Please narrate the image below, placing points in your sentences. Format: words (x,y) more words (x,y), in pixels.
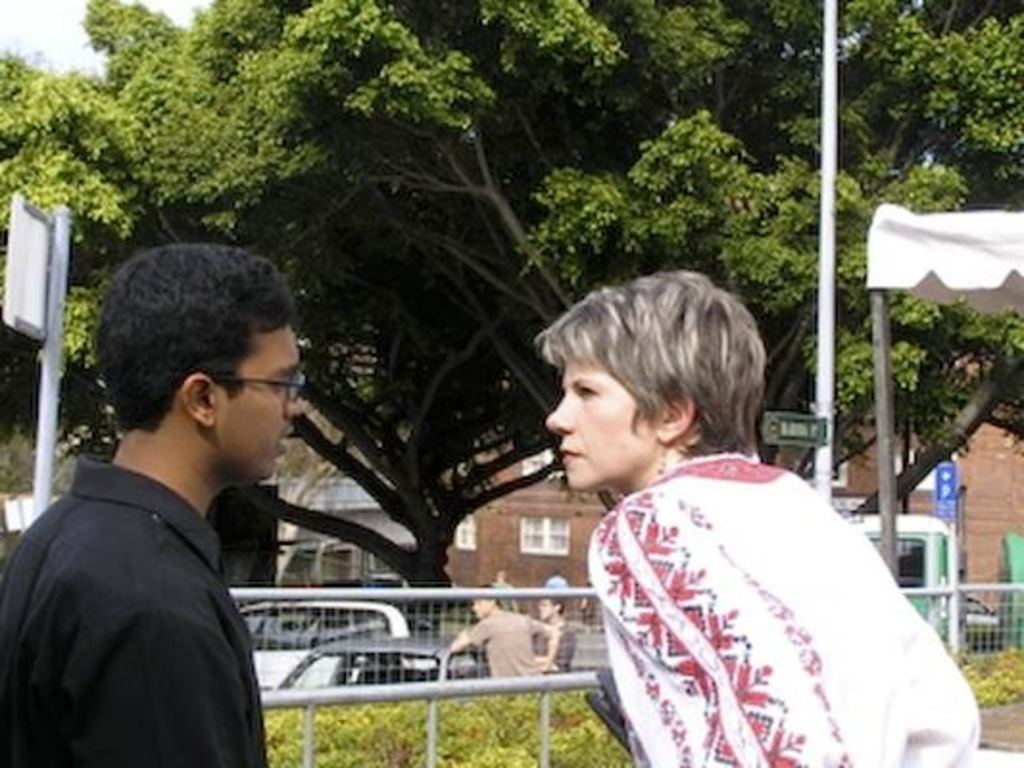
In this picture, we can see two people (69,677) on the path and behind the people (707,695) there is a fence (430,749), plants (470,734), vehicles (330,576), poles (833,193) with directional boards (17,227), buildings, trees (923,470) and sky (48,32).
